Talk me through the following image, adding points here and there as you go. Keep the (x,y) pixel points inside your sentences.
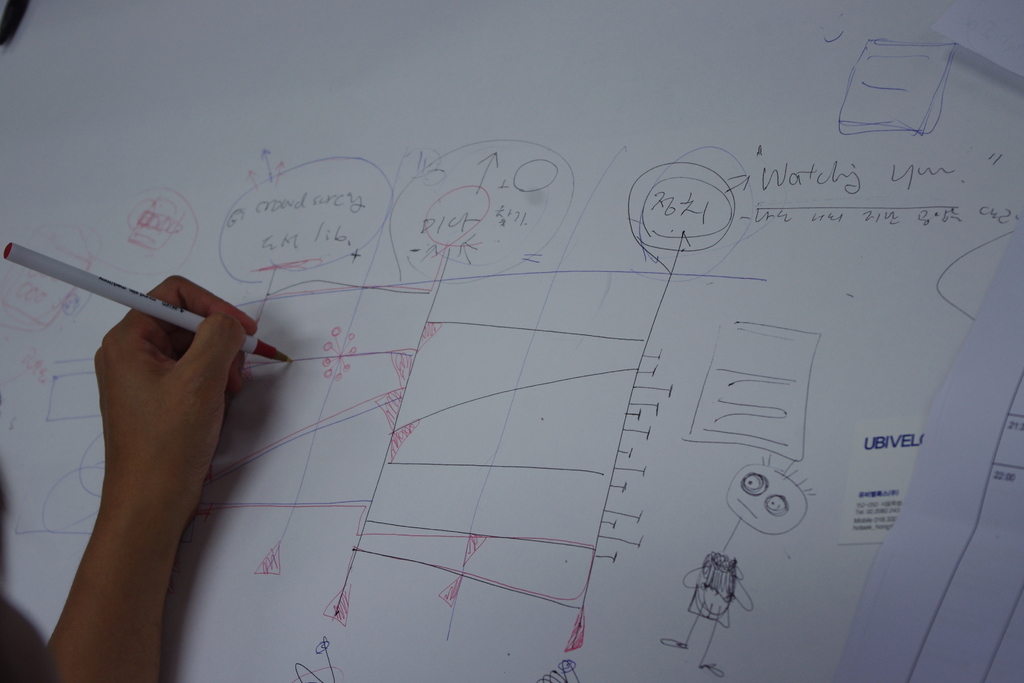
In this image we can see a person's hand (155,373) holding a pen (167,317) and here we can see the white color chart (466,307) on which we can see some written text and drawings (371,285).
